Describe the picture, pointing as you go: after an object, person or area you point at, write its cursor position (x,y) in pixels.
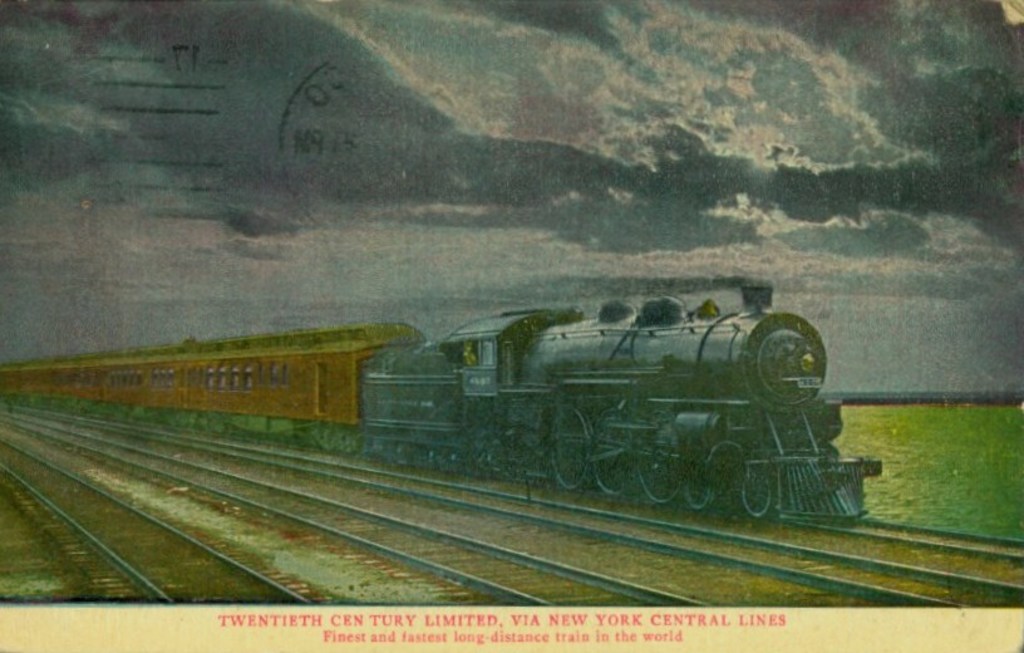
This is the image of a photo where there is a train (512,440) on one of the tracks (511,549), water (933,456), some clouds (863,127) in the sky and some text (425,635) at the bottom of the photo (561,635).
